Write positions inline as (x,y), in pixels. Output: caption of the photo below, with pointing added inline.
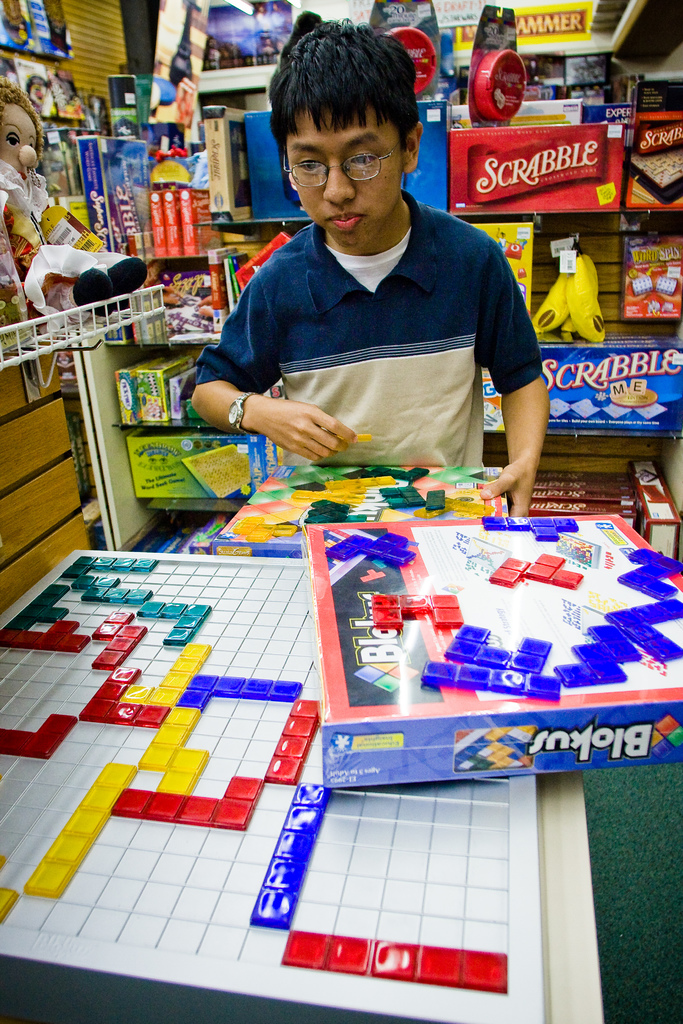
In this image in the center (333,408) there is one boy (335,367) who is standing, and he is holding some box (442,483). And in the background (38,276) there some dolls (2,114), boxes (600,351), packets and some other objects (428,4). In the foreground (168,592) there is one board (197,633) and a box (550,706), at the bottom (633,882) there is floor (627,870).
